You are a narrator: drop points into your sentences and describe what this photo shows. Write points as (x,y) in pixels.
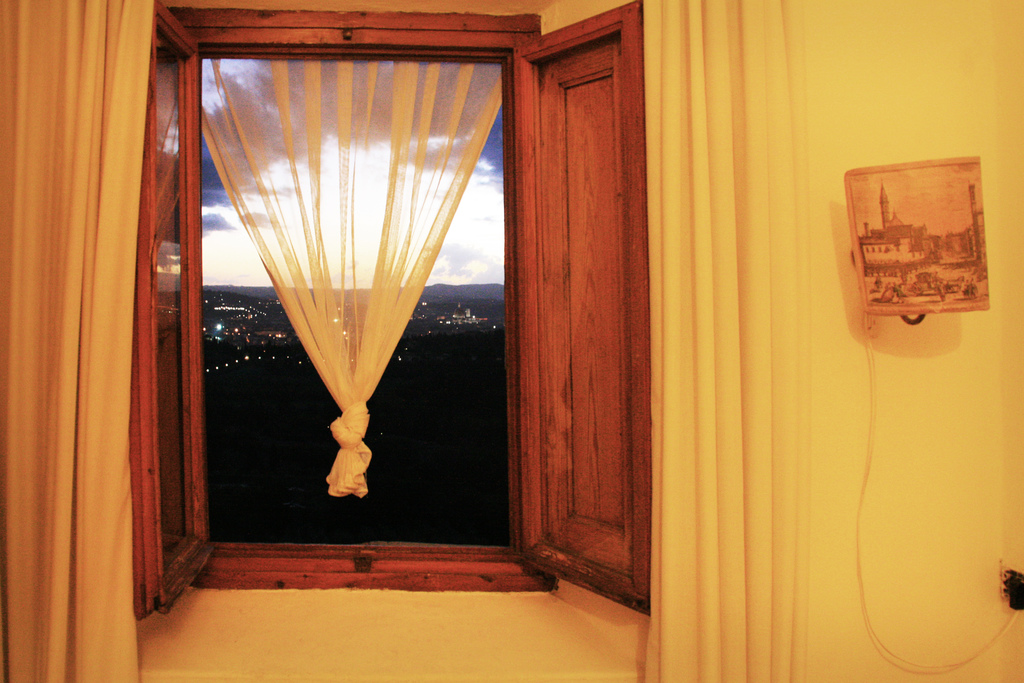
The picture is clicked in a room (674,401). On the right (694,25) there are curtain (787,450), lamp (890,281), cable (859,549) and wall (986,35). In the center of the picture (590,304) there is a window (585,362) and curtain (329,271). On the left (50,440) there is a curtain (92,443). Through the window (242,440) we can see the city (481,317). Sky (223,218) is little bit cloudy.
